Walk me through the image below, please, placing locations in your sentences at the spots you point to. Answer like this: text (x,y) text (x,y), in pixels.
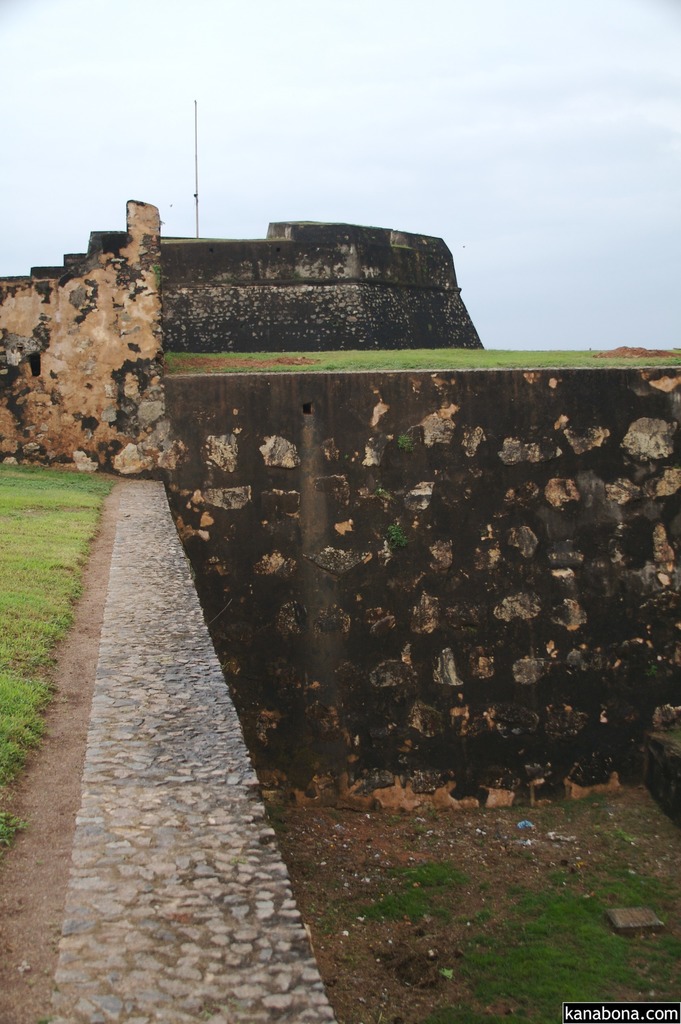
In this picture we can see grass (530,927) and few walls (239,591), at the right bottom of the image (598,1014) we can find some text (588,1011).
